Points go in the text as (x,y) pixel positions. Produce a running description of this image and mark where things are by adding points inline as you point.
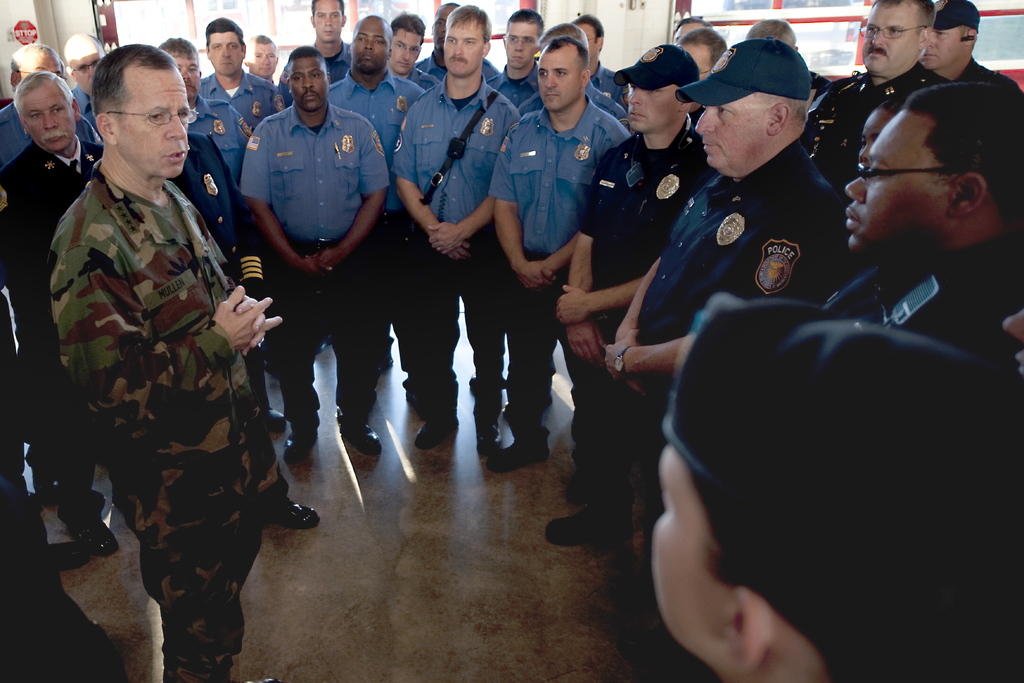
This picture describes about group of people (464,246), few people (981,290) wore spectacles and few people (659,87) wore caps (675,58).
